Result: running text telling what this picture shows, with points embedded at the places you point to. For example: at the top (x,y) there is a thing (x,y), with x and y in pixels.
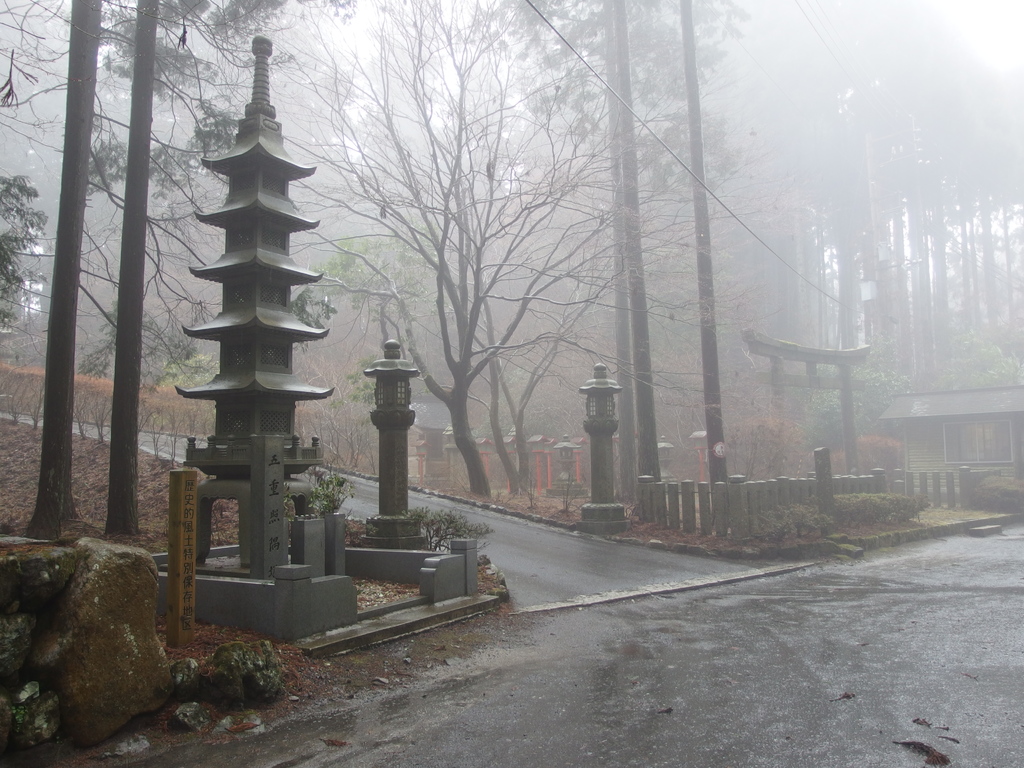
In the center of the image (441,500) there is road (620,646). There are trees (627,377). There are lights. There is a memorial (238,418). To the right side of the image (936,432) there is a house (1001,435). There is fencing (767,489). There is a arch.
